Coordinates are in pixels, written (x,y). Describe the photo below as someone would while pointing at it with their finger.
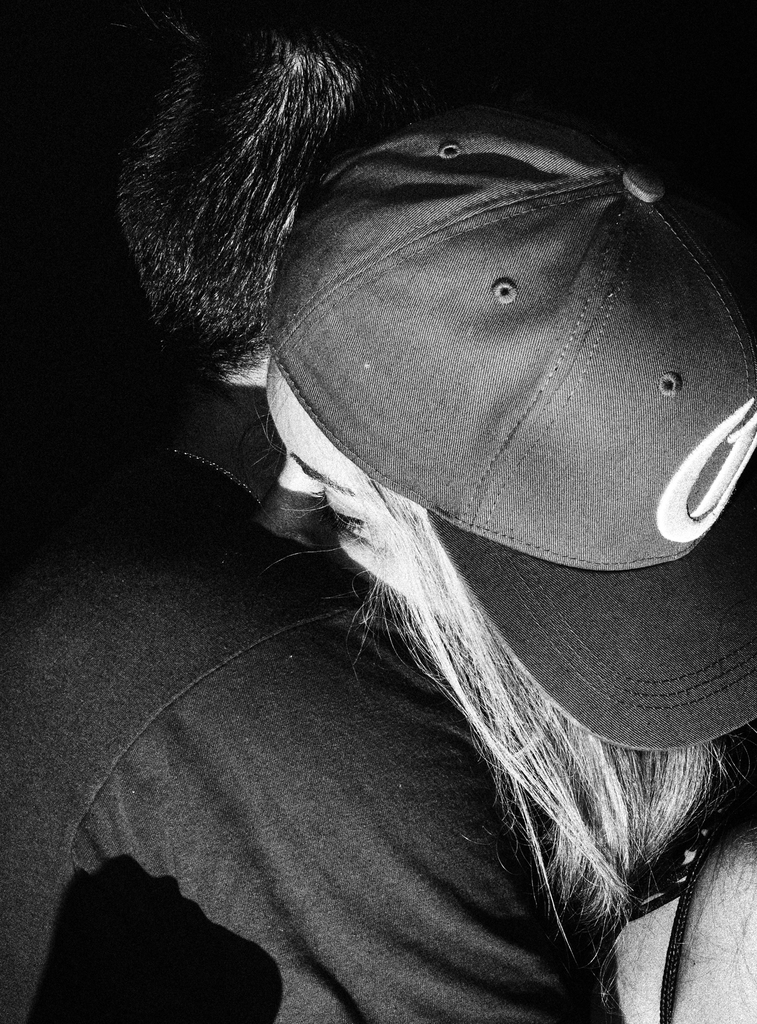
In this image I can see the two people (442,777) with dresses (319,752) and one person (324,444) with the cap (326,317). And this is a black and white image.
